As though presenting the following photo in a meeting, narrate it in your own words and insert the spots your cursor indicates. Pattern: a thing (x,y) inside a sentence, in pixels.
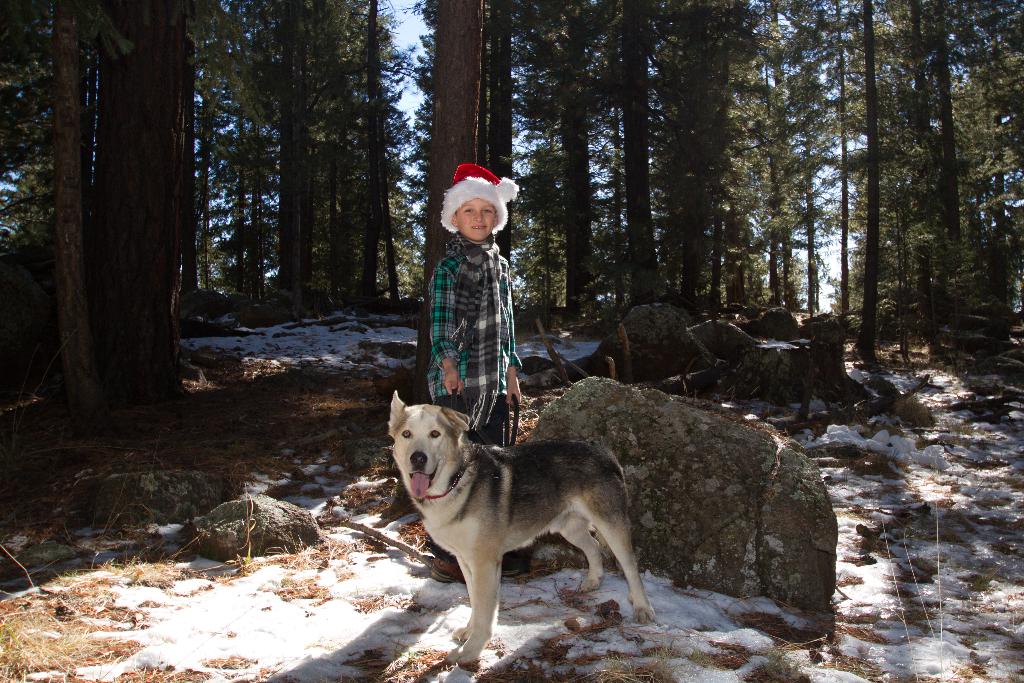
In this image we can see a boy (494,286) is standing, he is wearing shirt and Christmas cap (472,197). In front of him dog (488,473) is there. Background of the image (807,134) trees (921,122) are present and land (892,470) is covered with some ice (883,565) and dry grass (243,483).
